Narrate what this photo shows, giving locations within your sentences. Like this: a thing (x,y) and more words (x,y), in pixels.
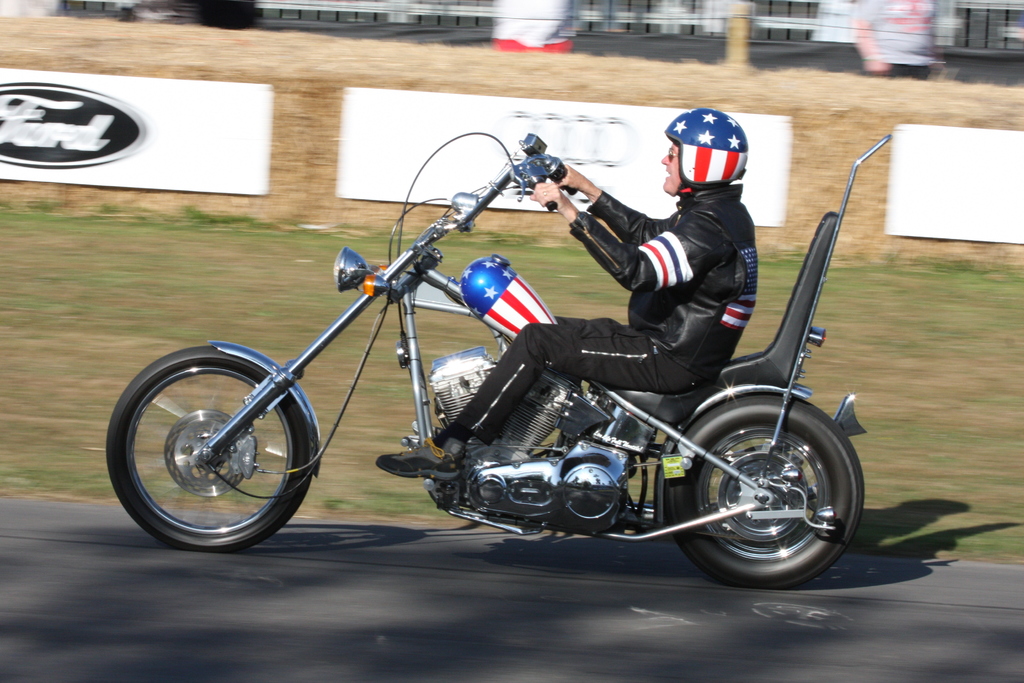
There is one man (576,337) riding a bike (759,365) on the road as we can see in the middle of this image (566,394). There is a grassy land (324,285) in the background (165,251). We can see there are some boards (444,170) beside to this person (683,245). It seems like there is a fencing (273,11) at the top of this image (591,10). There is one person (859,38) standing at the top right corner of this image (881,26).
